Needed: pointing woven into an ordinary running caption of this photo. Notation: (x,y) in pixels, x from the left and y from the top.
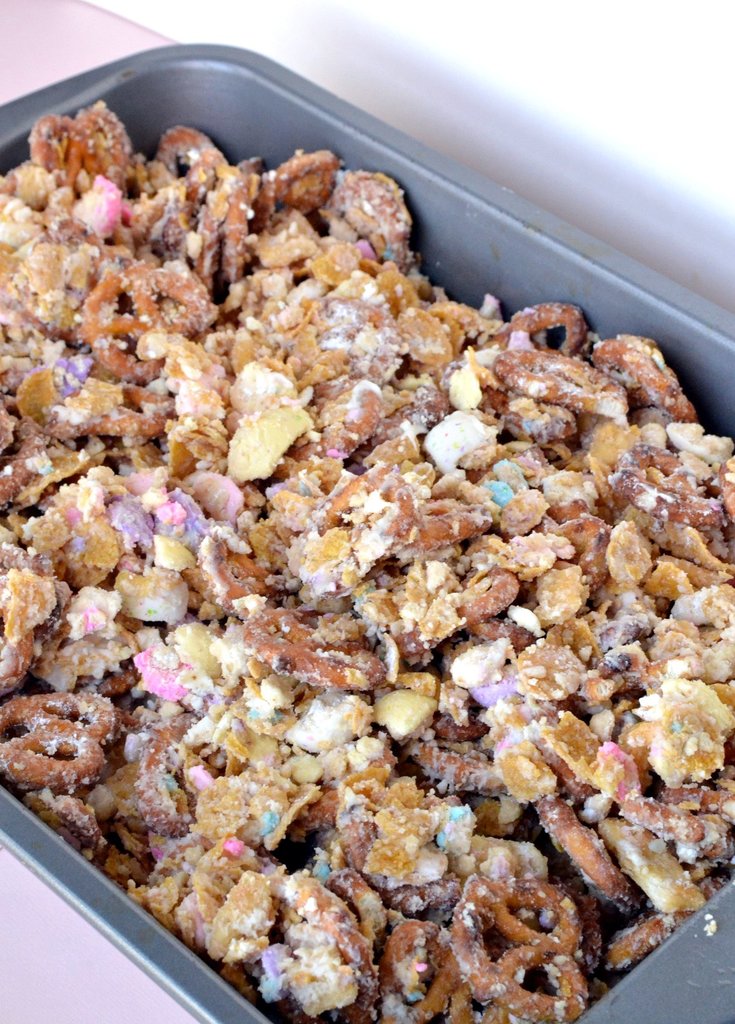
In this picture I can see food (300,527) in the metal tray (184,91).
